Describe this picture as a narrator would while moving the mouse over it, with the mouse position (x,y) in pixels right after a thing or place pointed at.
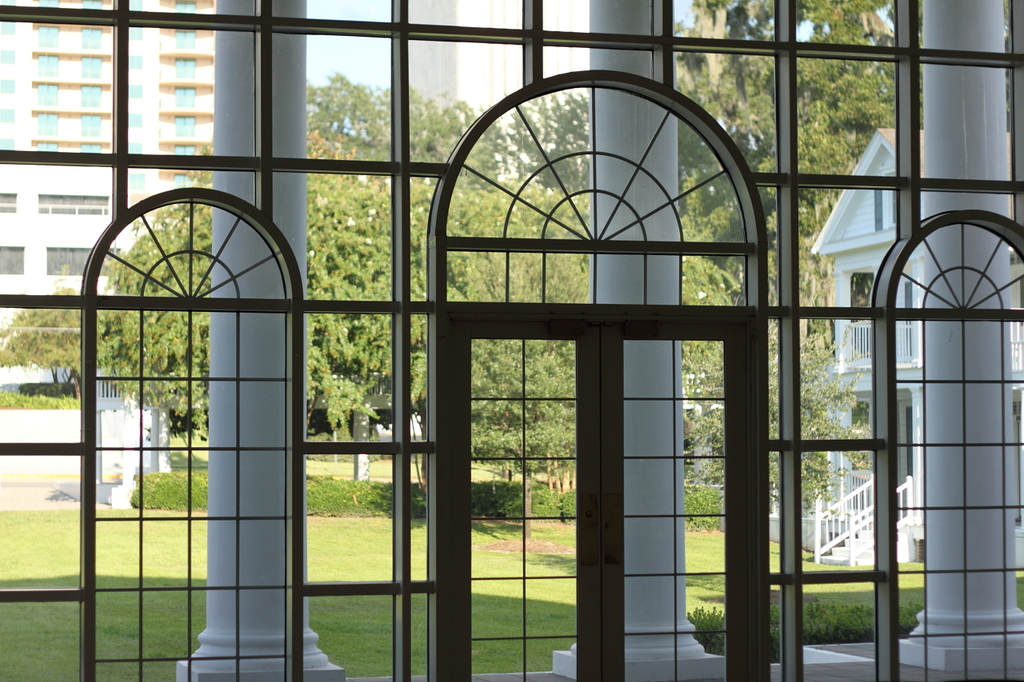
In this image we can see the glass doors (687,479), we can see the house (842,192), stairs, buildings (179,75), windows (89,94), we can see the grass (813,551), plants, trees (837,403), fence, we can see the sky (367,10).
